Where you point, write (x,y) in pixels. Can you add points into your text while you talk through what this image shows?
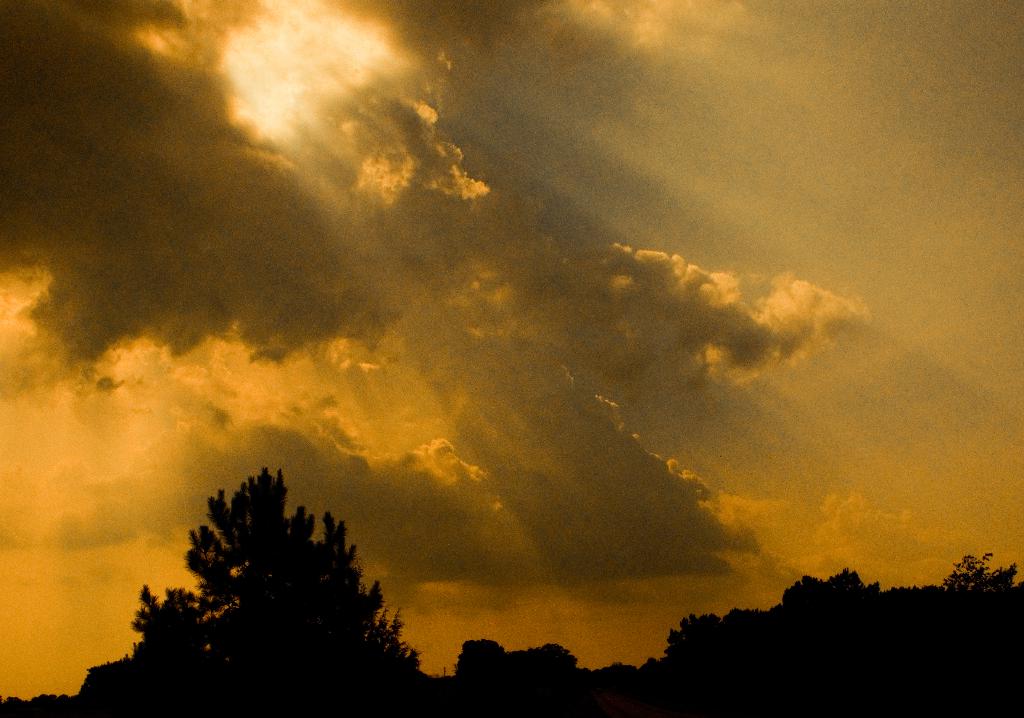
In this picture we can observe trees (692,649). In the background (555,351) there is a sky (652,205) and clouds (260,295). The sky (364,304) is in yellow color.
